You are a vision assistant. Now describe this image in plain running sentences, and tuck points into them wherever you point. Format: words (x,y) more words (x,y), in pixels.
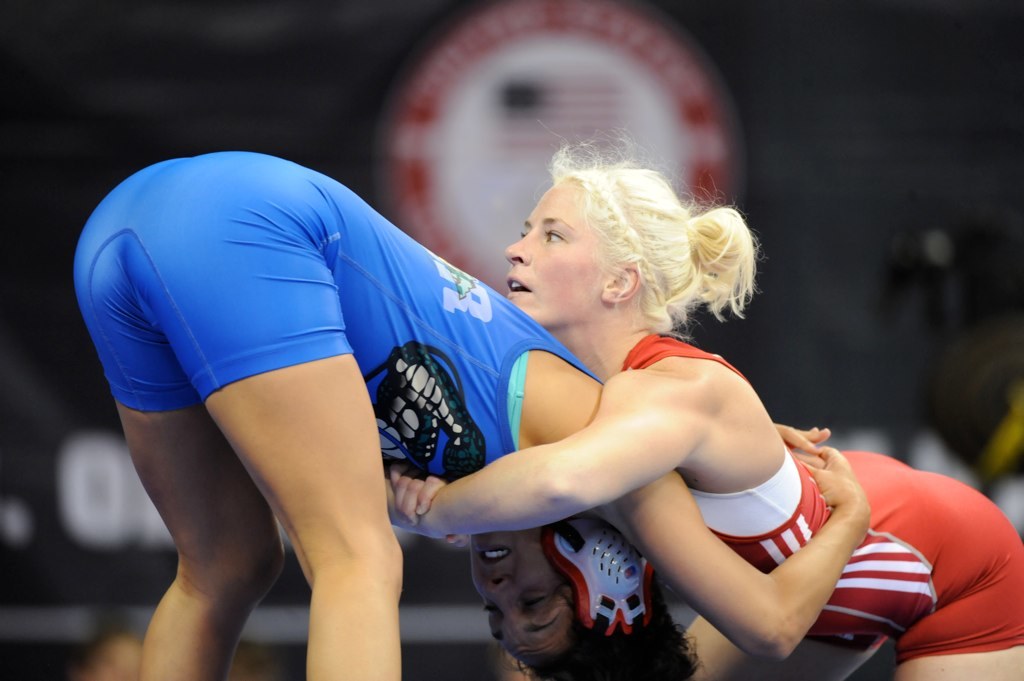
On the right (1001,589) there is a woman (732,480) who is wearing red dress (996,602), beside her we can see another woman (234,347) who is wearing blue dress (401,419). Both of them are doing wrestling. In the background (721,161) we can see the poster (838,170) and banner (841,160).
